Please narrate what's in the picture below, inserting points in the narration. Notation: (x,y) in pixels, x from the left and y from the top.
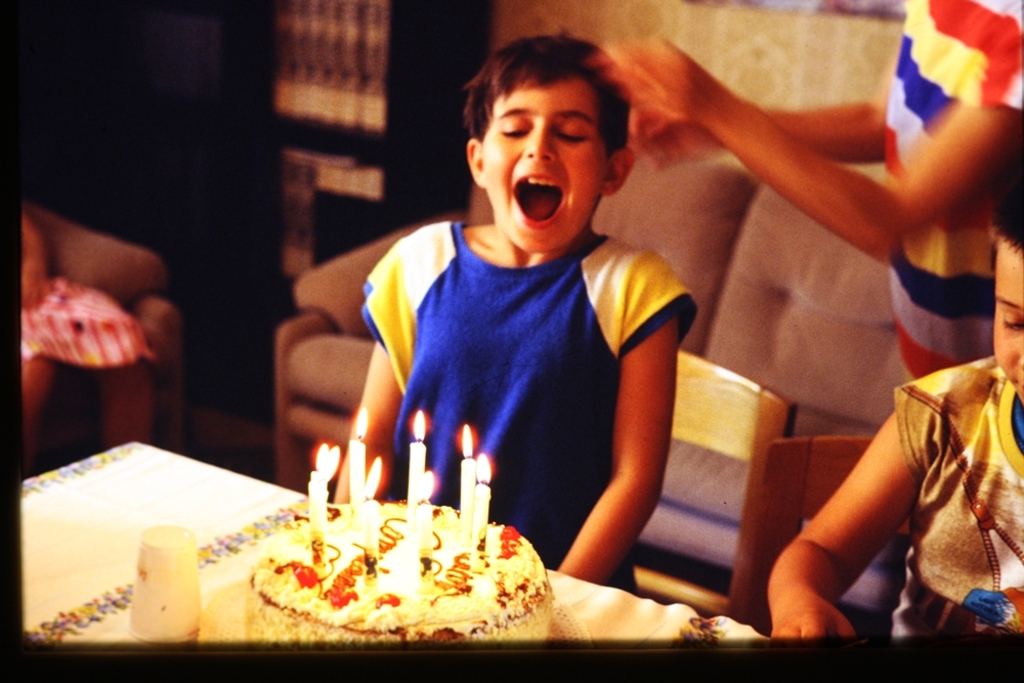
In the image we can see there are three children (945,571) sitting and one is standing, they are wearing clothes (470,305). Here we can see a table (139,495) and on the table (115,568) we can see the glass (173,596) and the cake (473,609), on the cake (403,530) there are candles (425,533). Here we can see sofas (762,340) and the background (122,187) is slightly blurred.
